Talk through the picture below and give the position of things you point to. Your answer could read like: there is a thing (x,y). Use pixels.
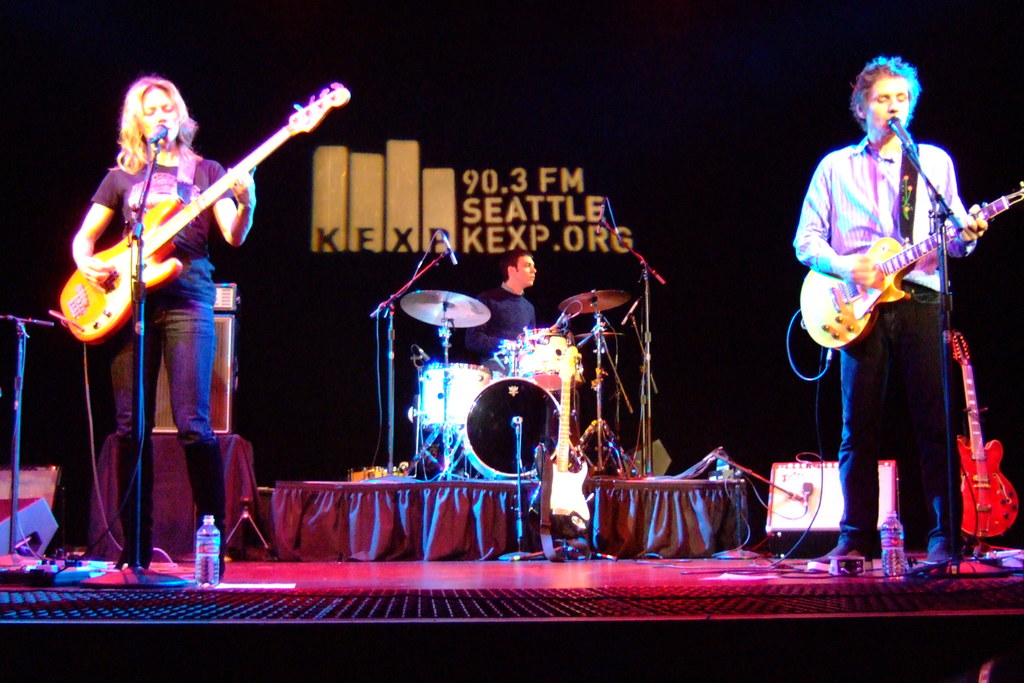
In this image, we can see a man (915,304) and a woman (209,295) standing and they are holding the guitars (253,155). In the middle (499,334), we can see a man (482,328) sitting and there are some musical instruments (512,369). We can see some microphones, there is some text (469,222) and there is a dark background (328,3).
